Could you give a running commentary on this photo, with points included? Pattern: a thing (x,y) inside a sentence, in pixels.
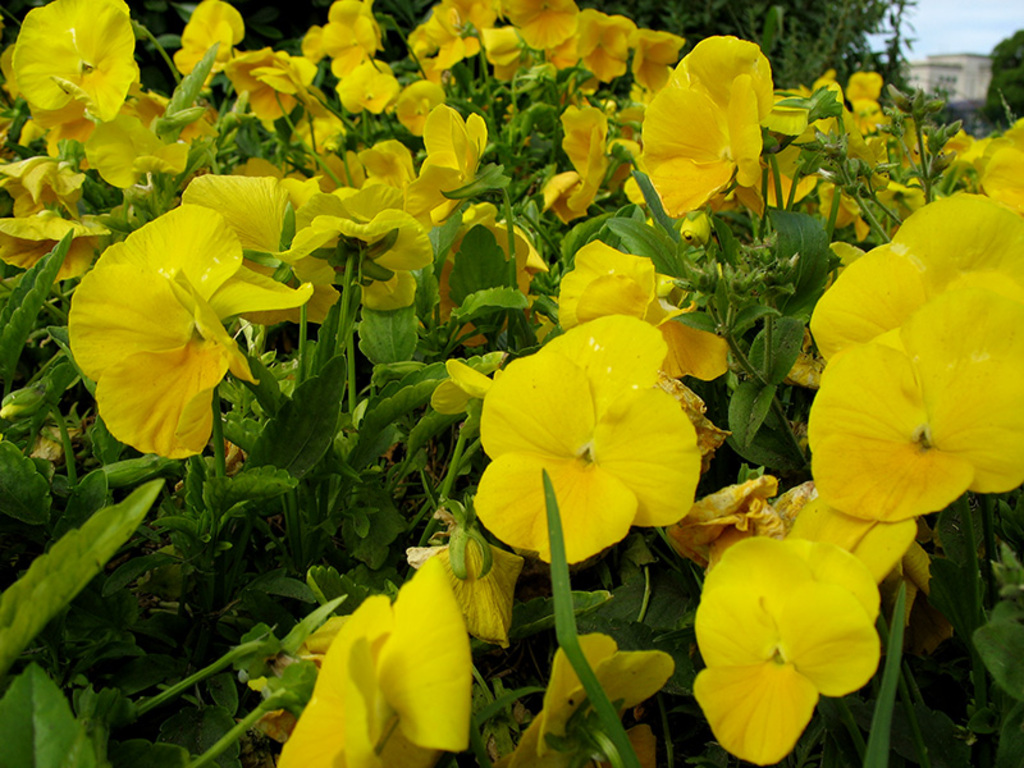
In this picture we can see flowers (312,52) and plants (341,529). In the background of the image (954,49) it is blurry and we can see the sky (990,12).
